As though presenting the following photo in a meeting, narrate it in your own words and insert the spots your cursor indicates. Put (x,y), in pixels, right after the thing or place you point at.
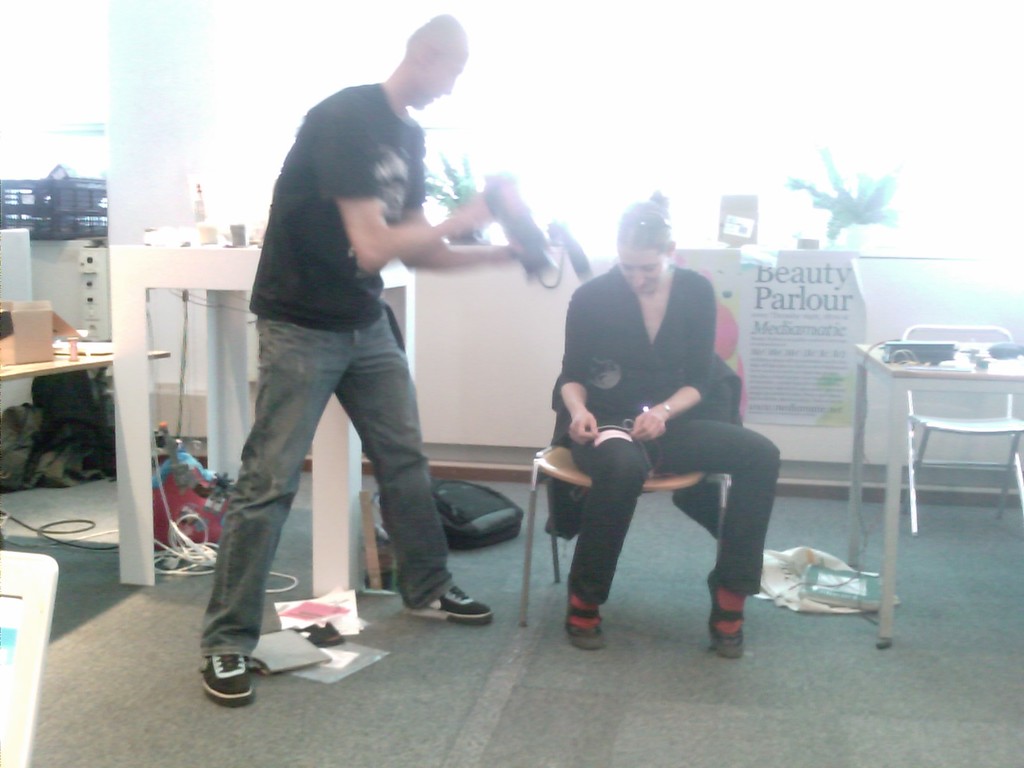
A person (358,248) is standing holding something. A lady (584,435) is sitting on chair (535,497). On the floor (488,551) there are bag (466,500), papers (282,619), wires (163,551). There is a table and a chair (954,430). In the background (830,364) there is a notice (810,337). There is a box (47,353) on the table (63,367).
